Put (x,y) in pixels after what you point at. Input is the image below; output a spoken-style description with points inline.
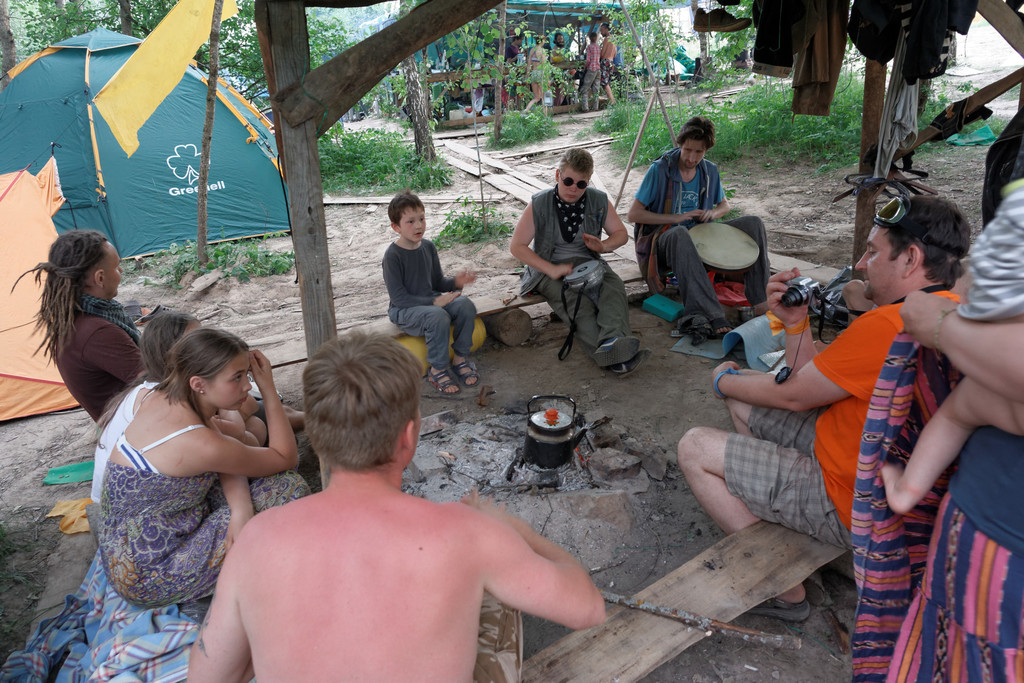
In this image i can see there are group of people (242,503) who are sitting on a bench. I can also see there is a tent (179,144) and few trees (413,125).
